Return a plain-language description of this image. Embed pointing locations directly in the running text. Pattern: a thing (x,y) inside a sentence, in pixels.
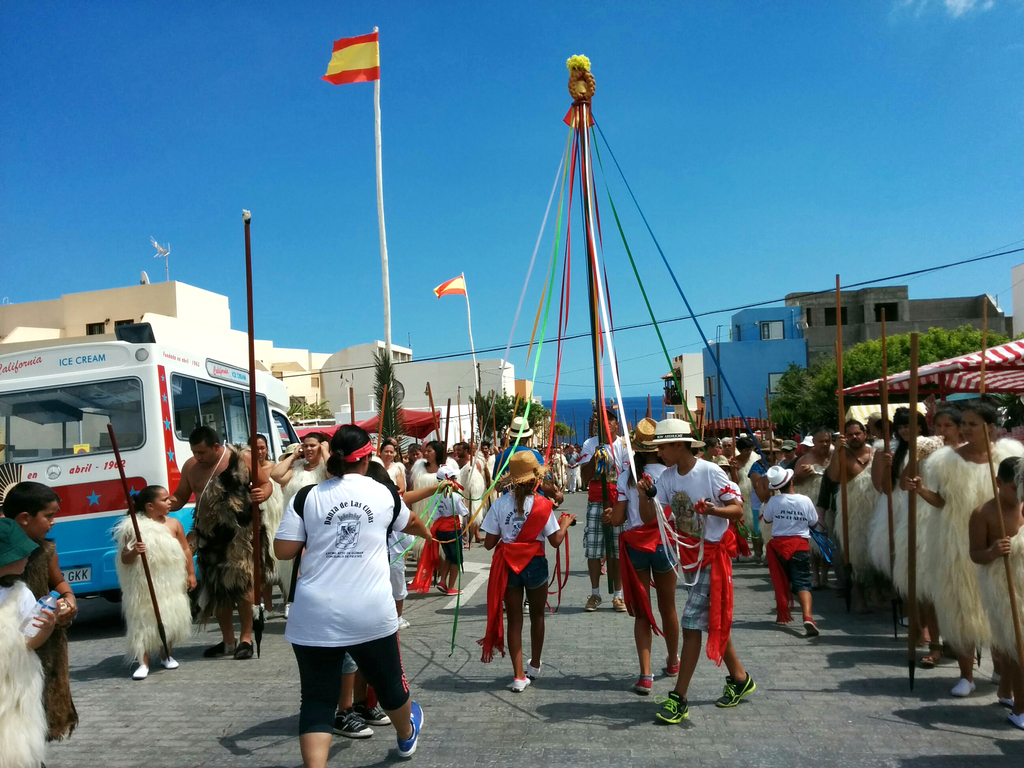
In this image we can see these people (313,699) wearing white T-shirts (291,618) are walking on the road (500,677) by holding ropes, we can see these people (46,696) are wearing different costumes (2,725) are holding sticks (351,412), we can tent (1014,378), a vehicle (87,425) parked here, we can see trees (502,425), flags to the poles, buildings (513,375) and the blue sky (479,304) in the background (385,144).
